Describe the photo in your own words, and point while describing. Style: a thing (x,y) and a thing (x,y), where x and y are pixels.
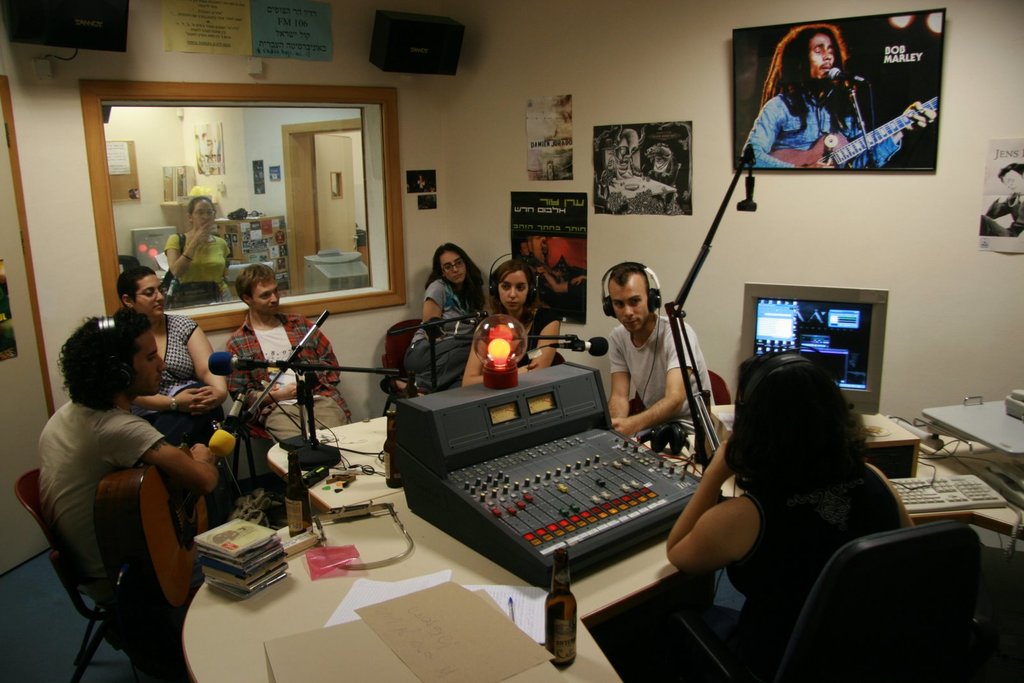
In this picture there are a group of people (214,409) who are sitting on a chairs (26,497). This is looking like a music recorder (499,480). To the right side of this people (519,313) there is a wall (661,89) on the wall (637,97) there are the photo frames (787,108) and back side of this people (207,342) there is a glass (271,219) and through the glass (295,241) we can see a women (203,240) standing behind the window (168,253).
